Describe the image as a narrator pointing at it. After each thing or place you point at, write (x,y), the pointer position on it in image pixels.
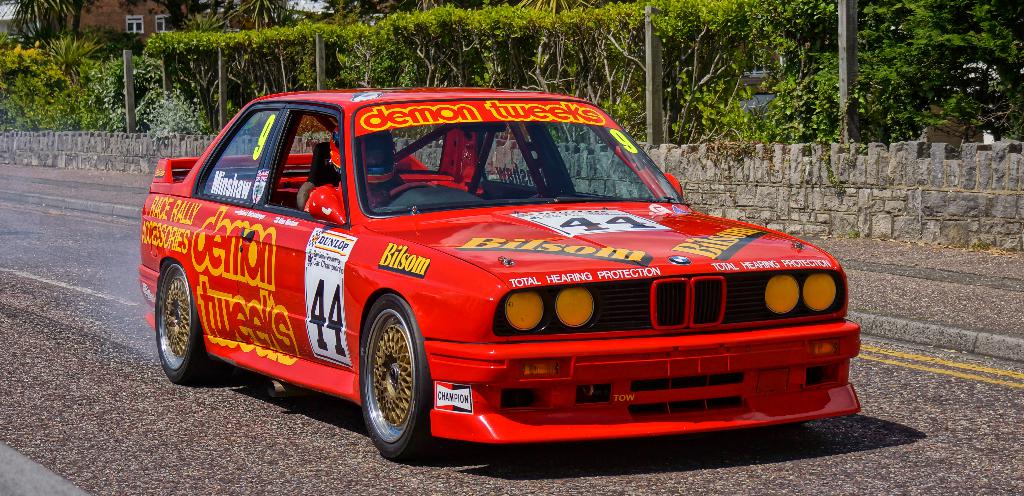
In this image, in the middle (432,186), we can see a car (627,428) which is placed on the road (50,426). In the car (417,214), we can see a person (382,190) riding it. In the background (352,62), we can see some plants (513,57), trees (868,131).
